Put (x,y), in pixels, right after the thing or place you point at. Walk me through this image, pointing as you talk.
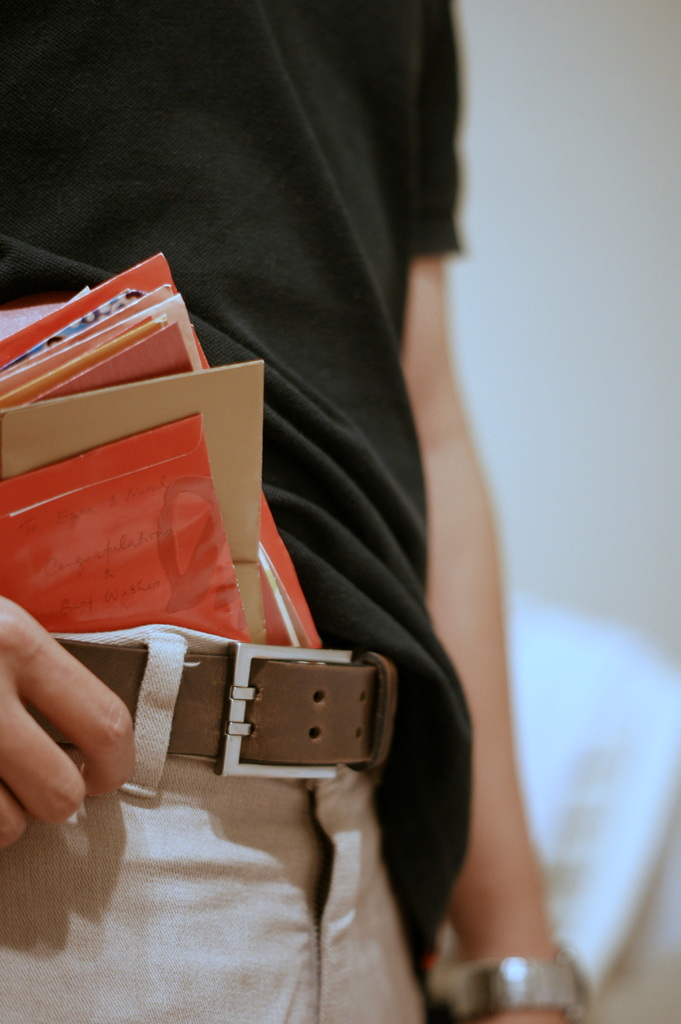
There is one person (282,426) standing and wearing a black color t shirt (265,238) and some papers (203,439) are present on the left side of this image (137,456).
